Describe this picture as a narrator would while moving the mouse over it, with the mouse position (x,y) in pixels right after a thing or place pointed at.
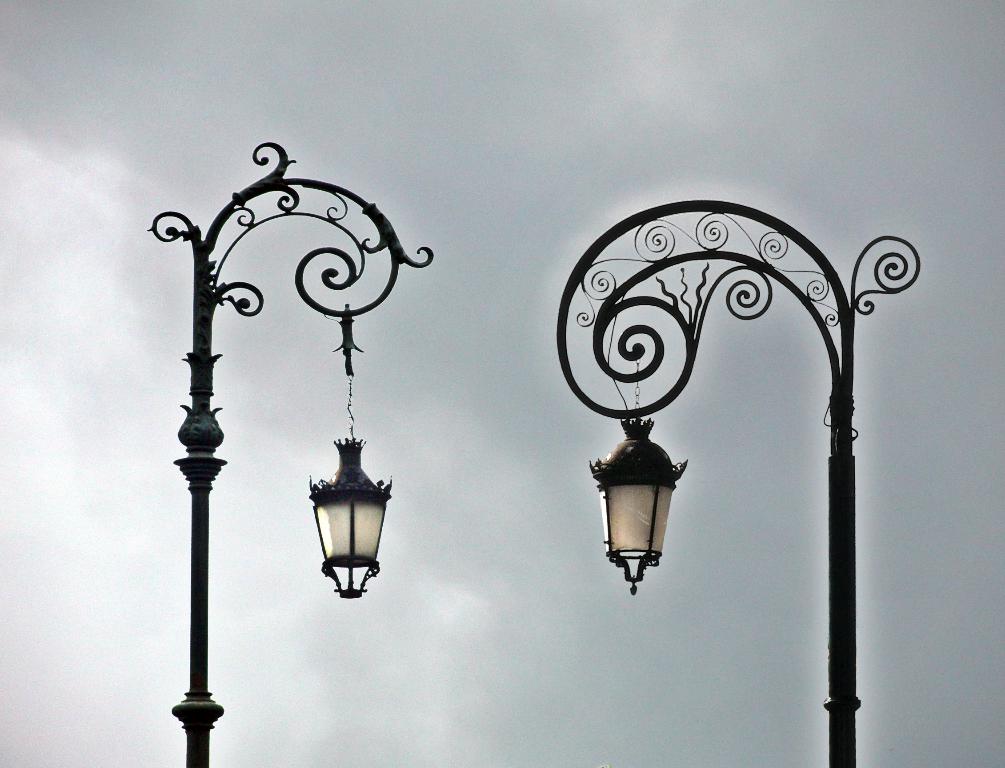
In the image there are designer poles (800,295) with lamps (618,501) hanging to it. In the background (278,641) there is a sky (804,690) with clouds (891,303).
